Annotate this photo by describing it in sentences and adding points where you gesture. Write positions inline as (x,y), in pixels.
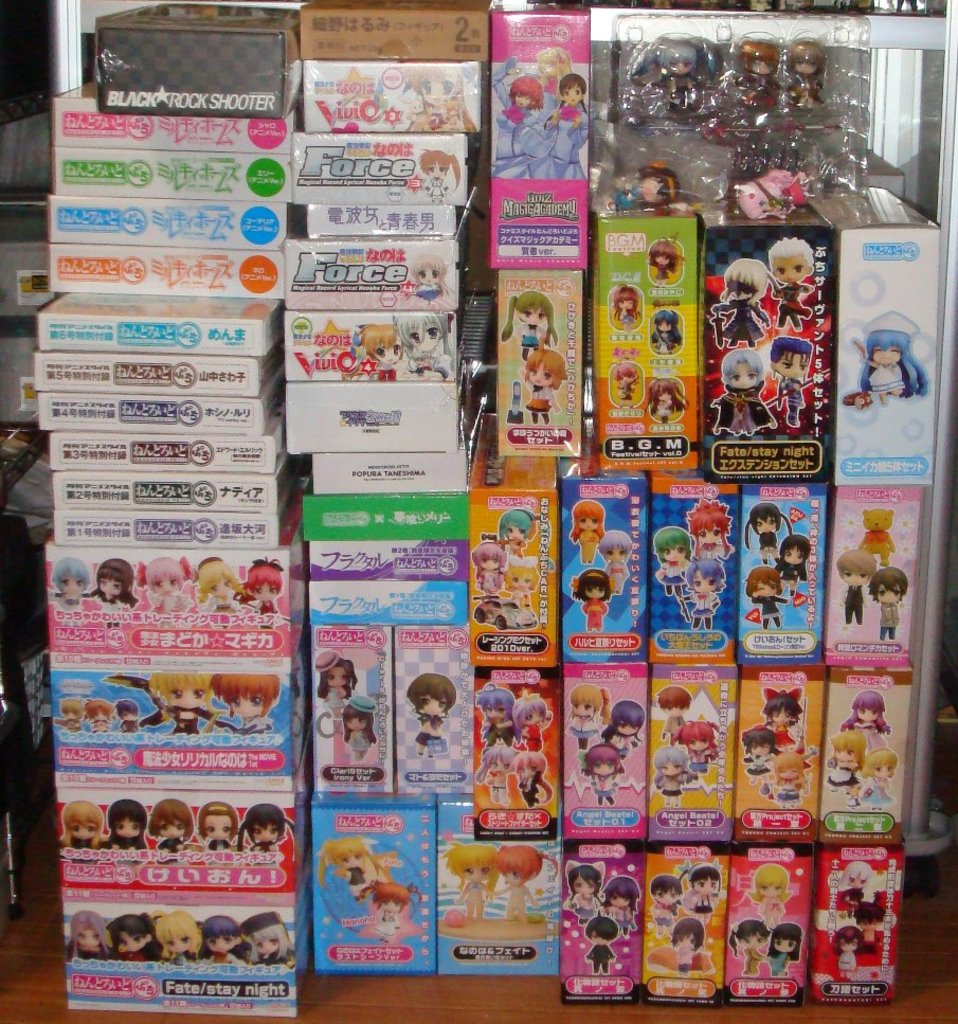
In this picture I can see toy stock boxes (532,603).
